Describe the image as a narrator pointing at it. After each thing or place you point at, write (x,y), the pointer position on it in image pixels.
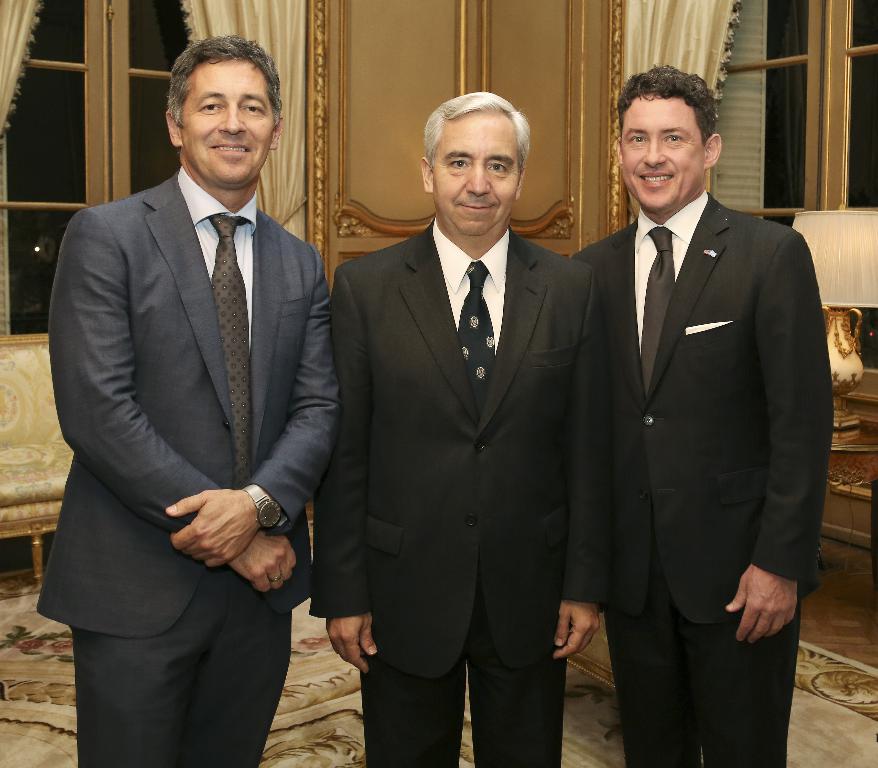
Here we see three people (754,226) standing with smile on their faces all the three are wearing suits (319,504) and we can see a curtain (627,11), window (756,73) and a door (578,199) on the back of them and even we can see a sofa set (10,349).
